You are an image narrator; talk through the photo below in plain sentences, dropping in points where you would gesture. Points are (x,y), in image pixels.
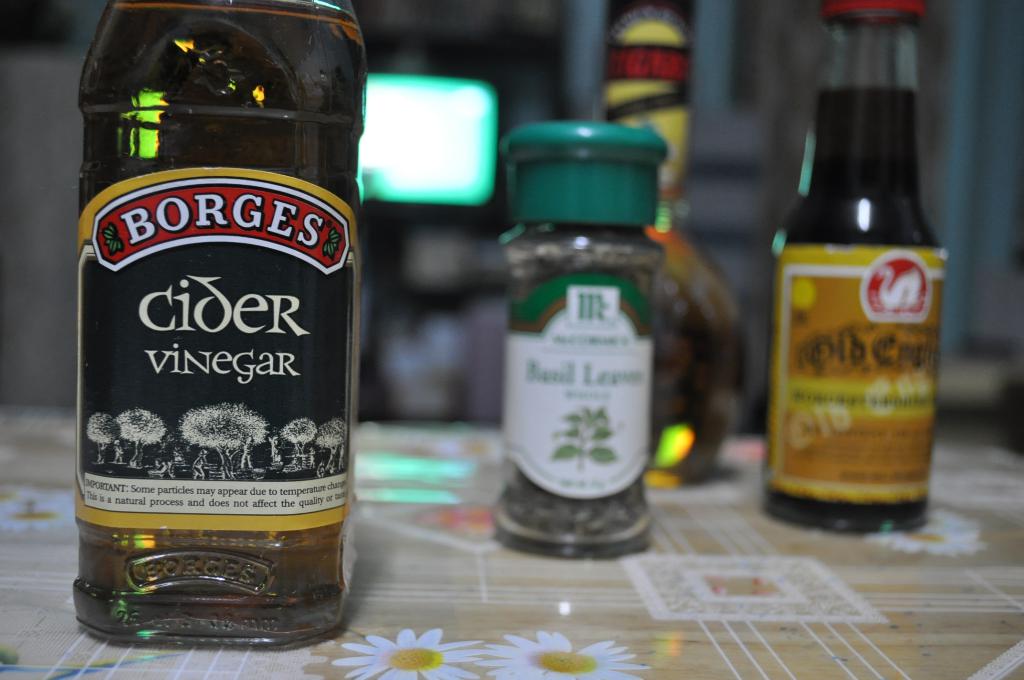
on a table (369,644) there is a glass bottle (246,243) on which borges cider vinegar (235,315) is written. behind that there are 3 more bottles (694,341). at the back (412,128) there is a green light (420,154).
